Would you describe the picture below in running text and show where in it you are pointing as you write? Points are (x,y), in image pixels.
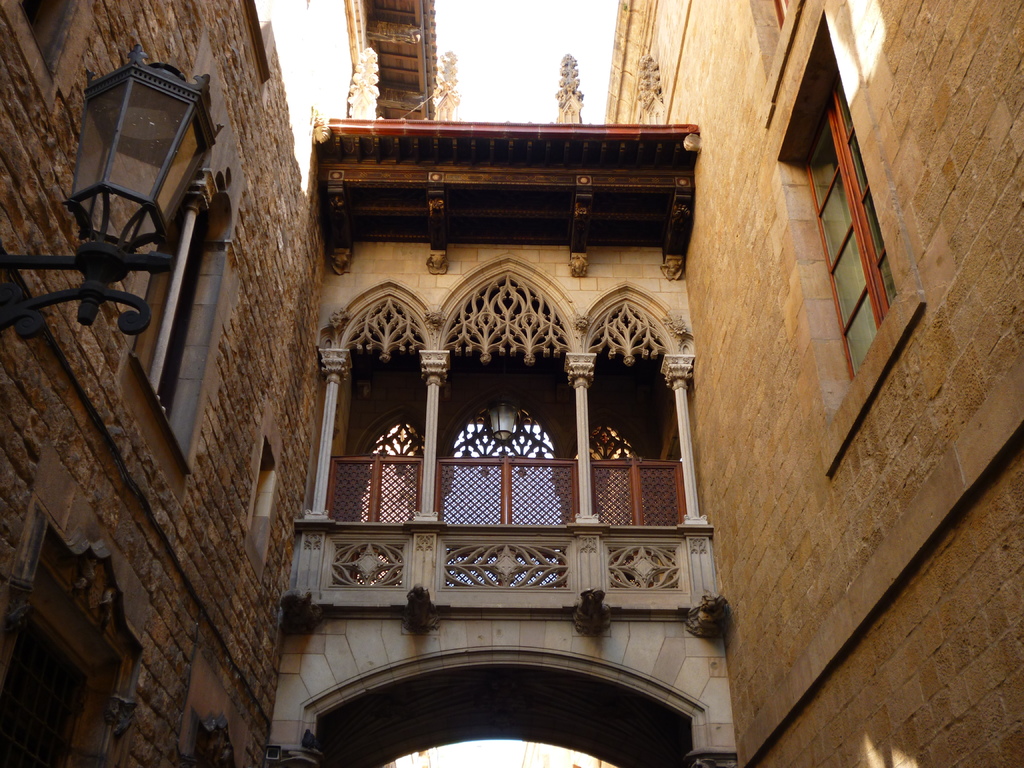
At the left corner of the image (146,283) there is a wall (238,356) with lamp (99,169) and window (185,349). At the right corner of the image (771,325) there is a wall (961,154) with windows (871,297). In the middle of the image (390,328) there is a building (439,502) with arch (658,728), fencing (469,461) and pillars (424,508).
